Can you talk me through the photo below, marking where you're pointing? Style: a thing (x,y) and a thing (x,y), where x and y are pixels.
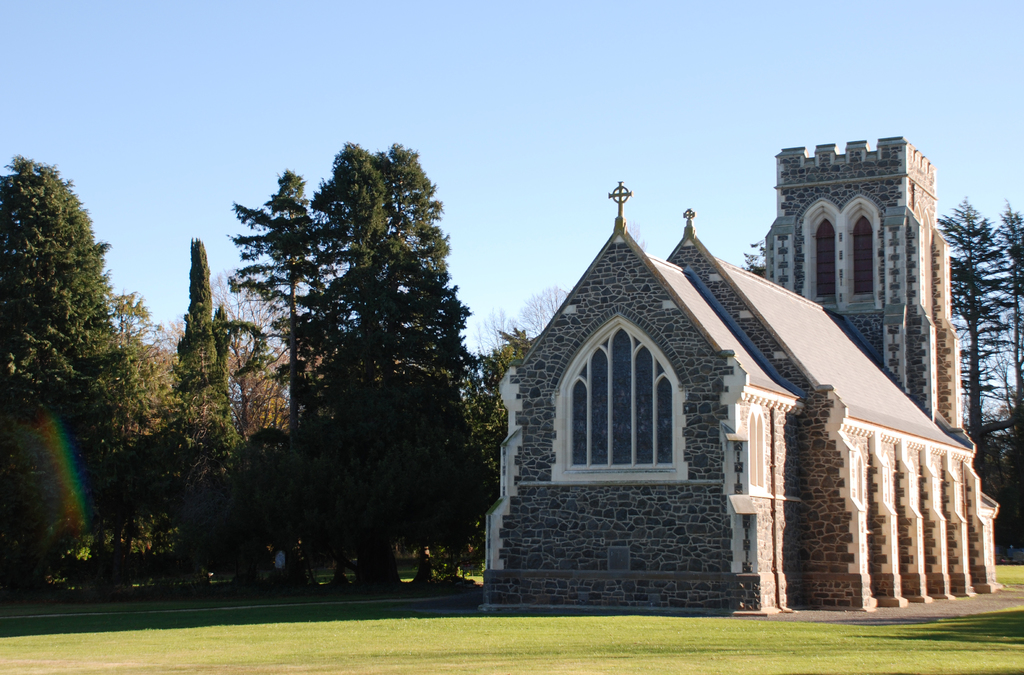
In this picture it looks like a church (728,267) on the right side (838,425). In the middle (424,375) I can see few trees (336,435), at the top (549,87) there is the sky (513,131).
